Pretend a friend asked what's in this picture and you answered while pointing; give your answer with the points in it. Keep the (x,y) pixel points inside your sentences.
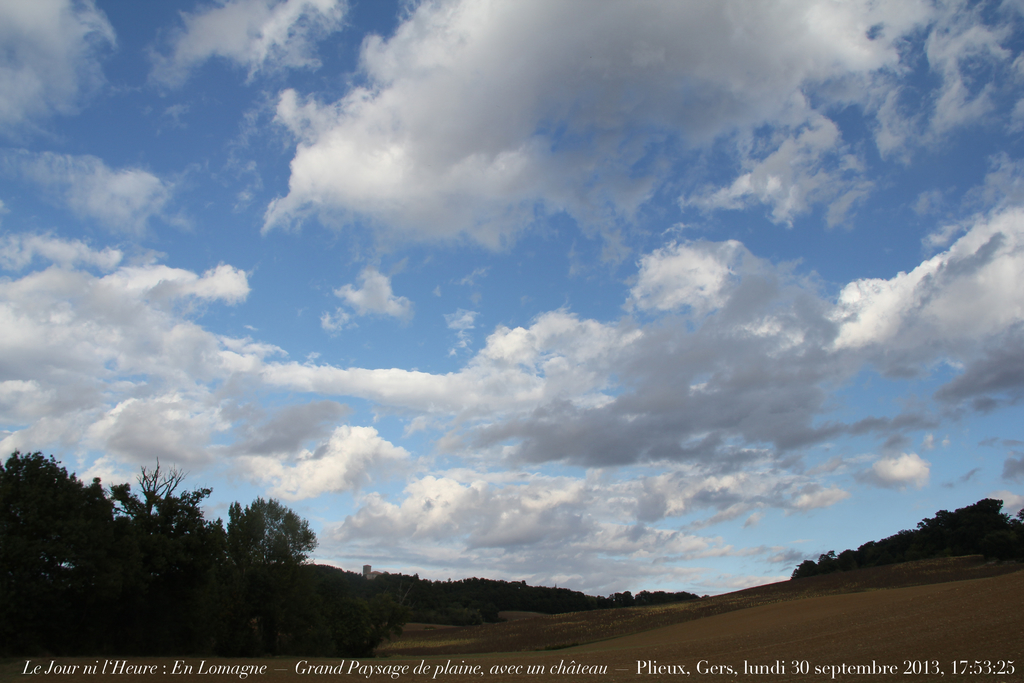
In this image there are few trees (108,538) on the land (565,634). Top of image (400,104) there is sky (512,187) with some clouds (473,192).
